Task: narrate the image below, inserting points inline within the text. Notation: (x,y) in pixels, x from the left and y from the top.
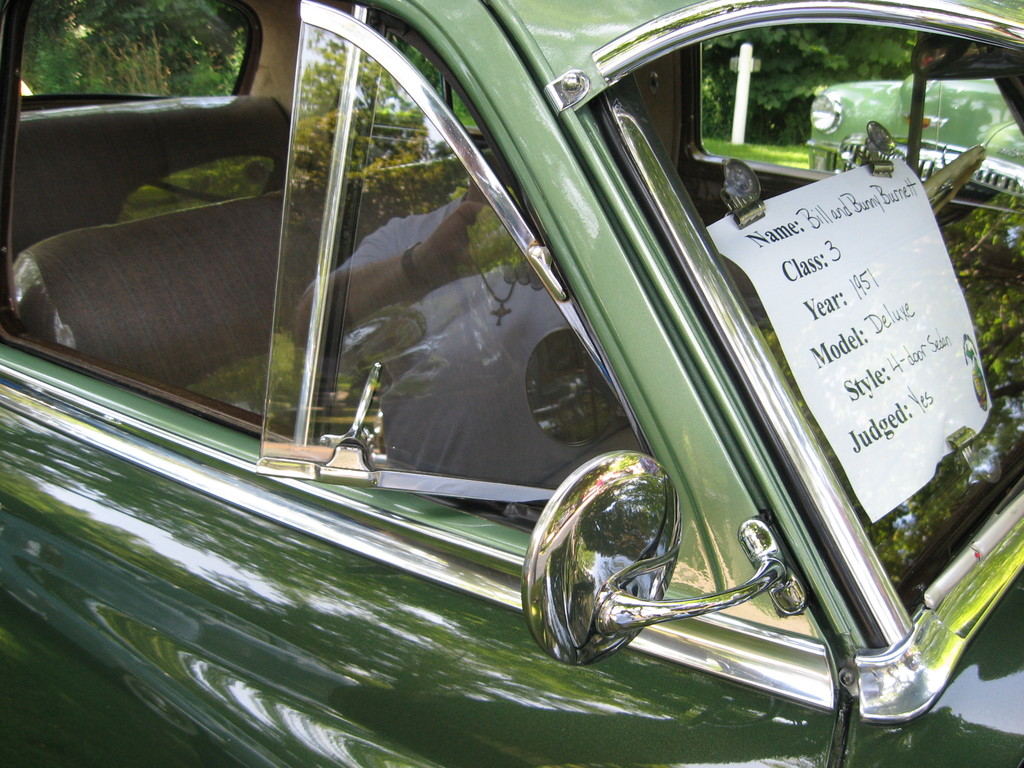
This image consists of a car (634,463). It is in green color. It has windows (302,377), mirror (545,556) and there is a paper (819,306) on the right side (878,338).
